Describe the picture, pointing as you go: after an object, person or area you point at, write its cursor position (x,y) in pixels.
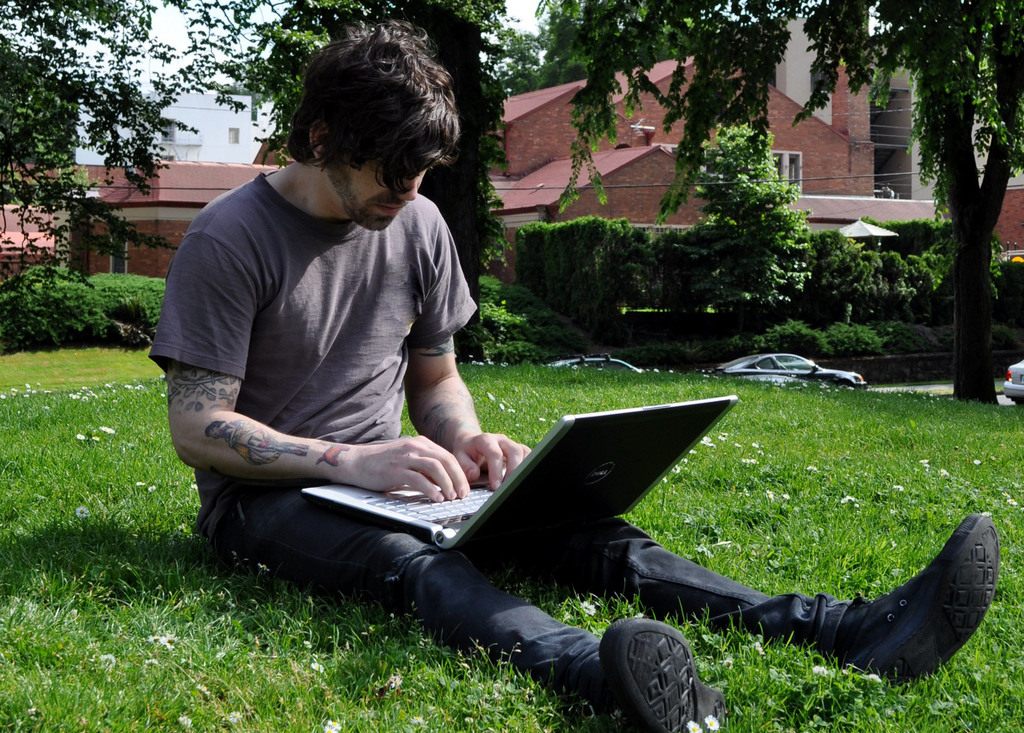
In the foreground of this image (300,401), there is a man (319,563) sitting on the grass (367,643) and holding a laptop (569,491). In the background (973,96), there are trees (730,90), buildings (637,161), vehicles (858,380) moving on the road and the sky (207,33).
